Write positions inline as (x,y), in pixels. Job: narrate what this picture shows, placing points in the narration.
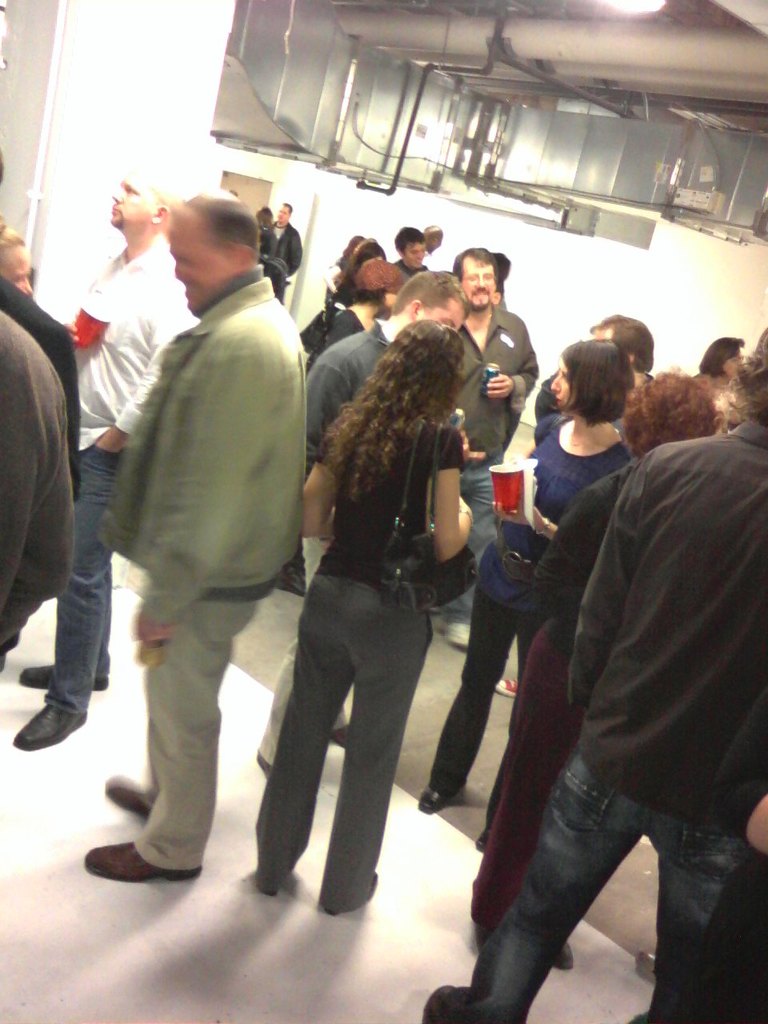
In this picture we can see a pillar (67,88), wall (724,302) and objects (499,153). We can see people (355,313) standing and few are holding objects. At the bottom portion of the picture (266,954) we can see the floor (325,917).
